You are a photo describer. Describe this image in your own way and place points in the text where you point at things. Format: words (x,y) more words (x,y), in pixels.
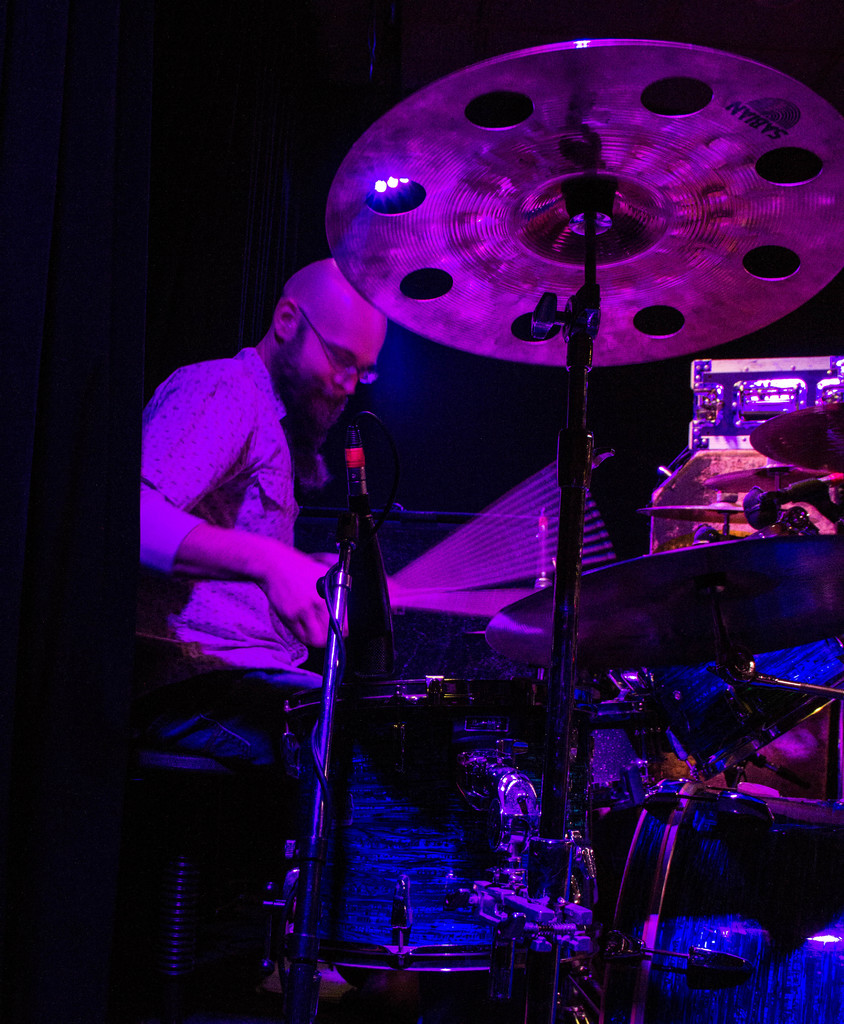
In this image person (233,736) is sitting on the chair (189,762) and he is playing the music. In front of him there are some musical instruments (817,964).
